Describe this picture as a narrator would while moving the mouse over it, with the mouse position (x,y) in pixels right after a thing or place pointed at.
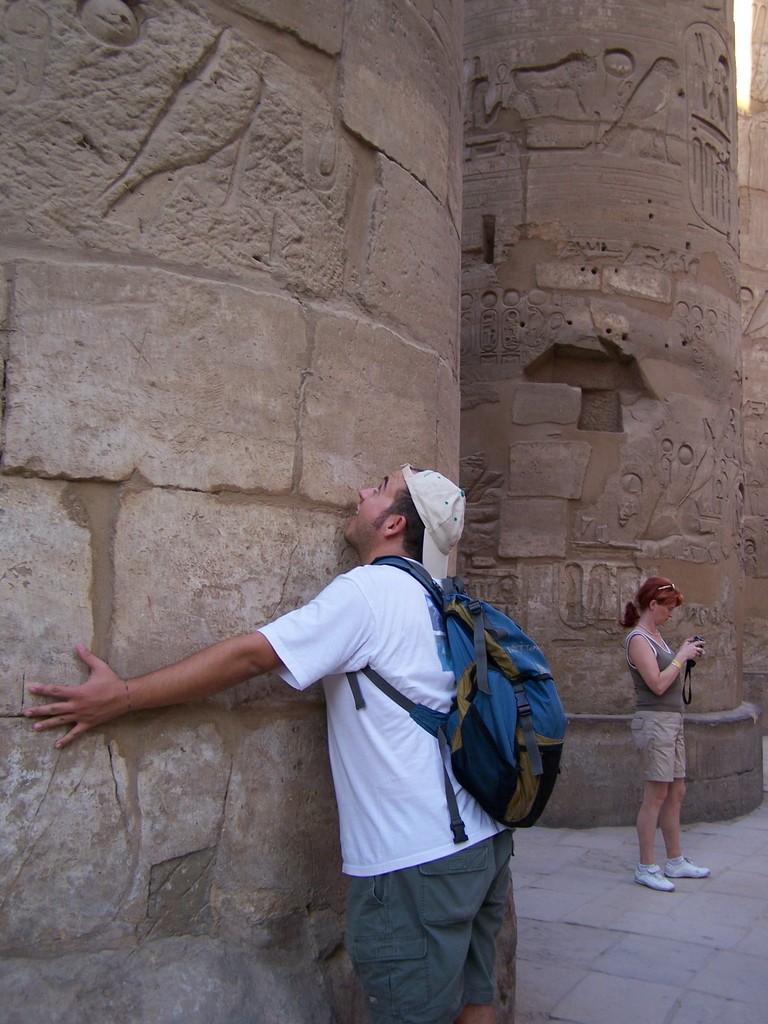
In this image there is a man (389,947) standing on the floor (522,976) and hugging the wall (248,510) which is in front of him. The man (347,626) is wearing the white t-shirt (367,711) and a blue bag (498,724). In the background (652,668) there is a lady (654,728) standing on the floor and looking into the camera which is in her hands (697,649).
